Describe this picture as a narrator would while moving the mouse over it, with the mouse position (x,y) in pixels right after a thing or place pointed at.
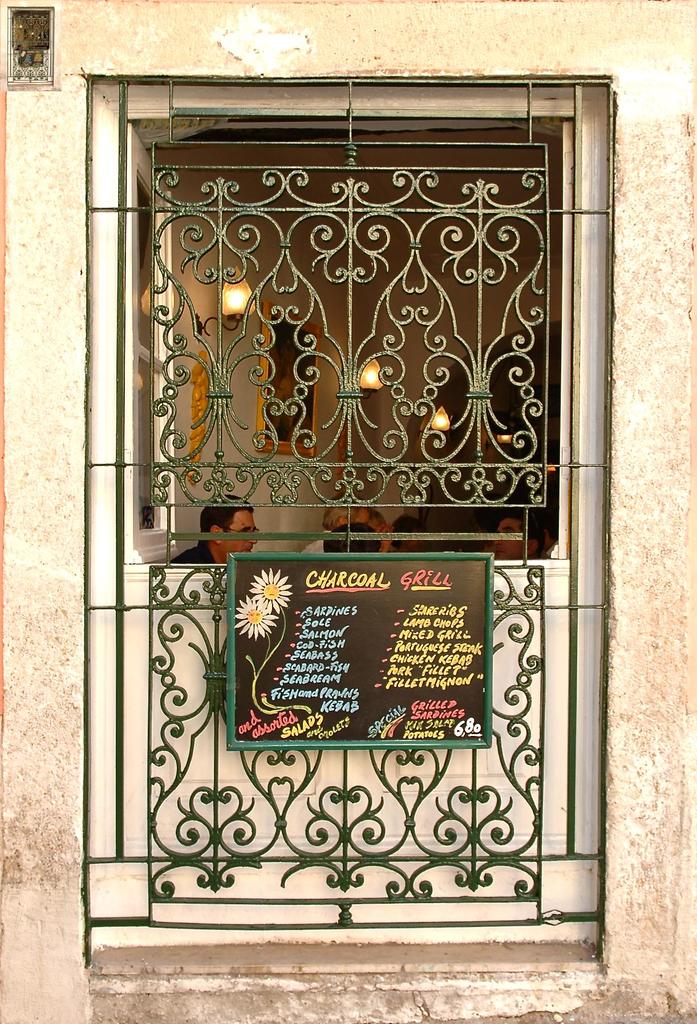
In the center of the image (416,405) there is a window (343,444) with a grill (152,590). There is a board (320,670) with some text (308,680) on it. In the background of the image (205,546) there are people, lights (378,369).
